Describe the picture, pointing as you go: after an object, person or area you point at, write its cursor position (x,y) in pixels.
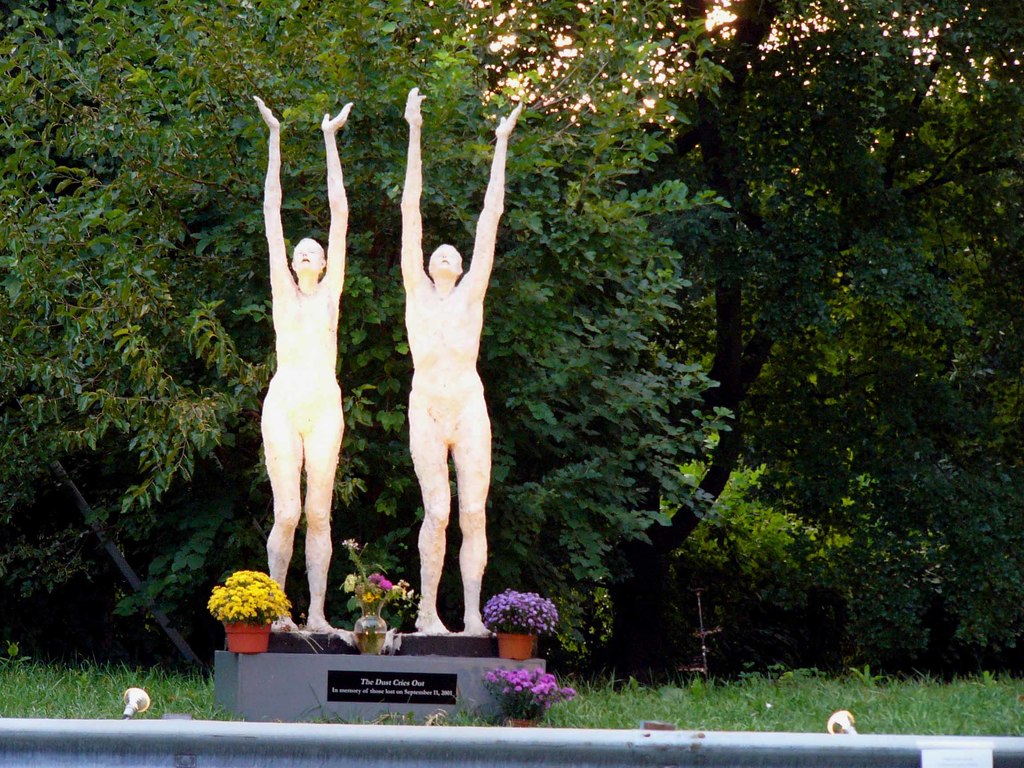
Here two statues (480,436) are standing, here there are trees (604,391) and plants (610,662).
